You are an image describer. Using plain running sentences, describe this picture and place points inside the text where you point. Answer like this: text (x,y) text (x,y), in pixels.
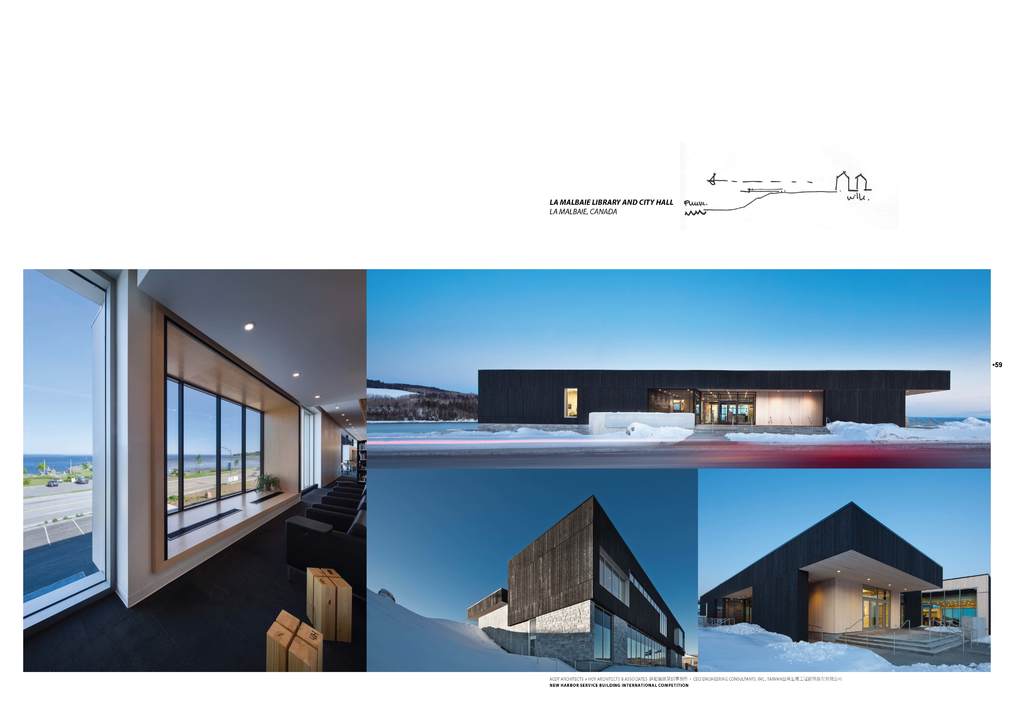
As we can see in the image there are windows (193,474), sky (849,332), building (777,423), snow (455,620) and trees (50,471).
